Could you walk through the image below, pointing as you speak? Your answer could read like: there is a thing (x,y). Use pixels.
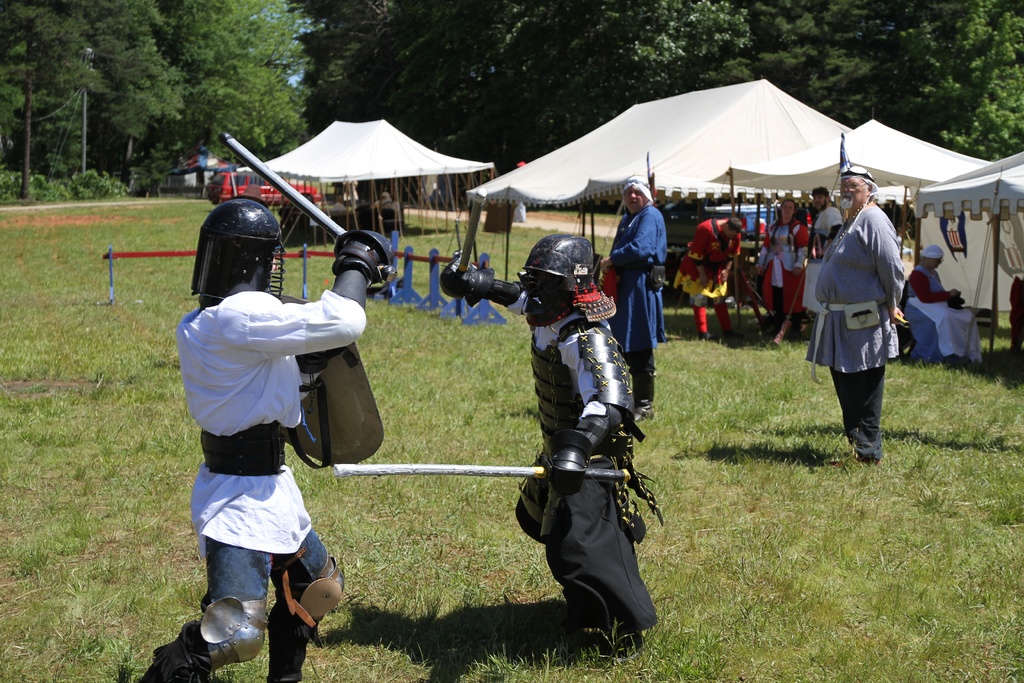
In the image there are two persons (240,343) in armour (585,367) and shield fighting with a rod (268,169) on the grassland (391,508) and behind there are few people (850,245) sitting and standing in front of tent (856,136) and in the back (859,35) there are trees (447,61) all over the place.
